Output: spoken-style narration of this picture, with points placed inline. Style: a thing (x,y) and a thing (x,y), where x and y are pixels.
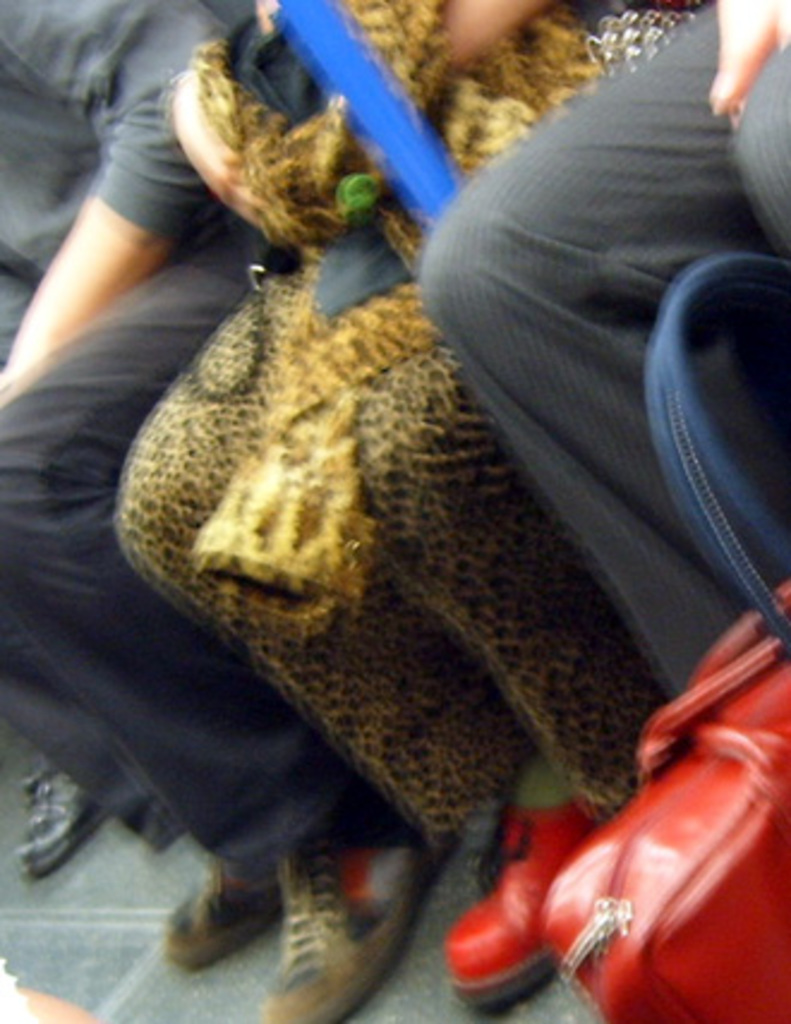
In this image we can see people legs (621,436). In-front of this person legs (587,419) there is a red handbag (762,702).
